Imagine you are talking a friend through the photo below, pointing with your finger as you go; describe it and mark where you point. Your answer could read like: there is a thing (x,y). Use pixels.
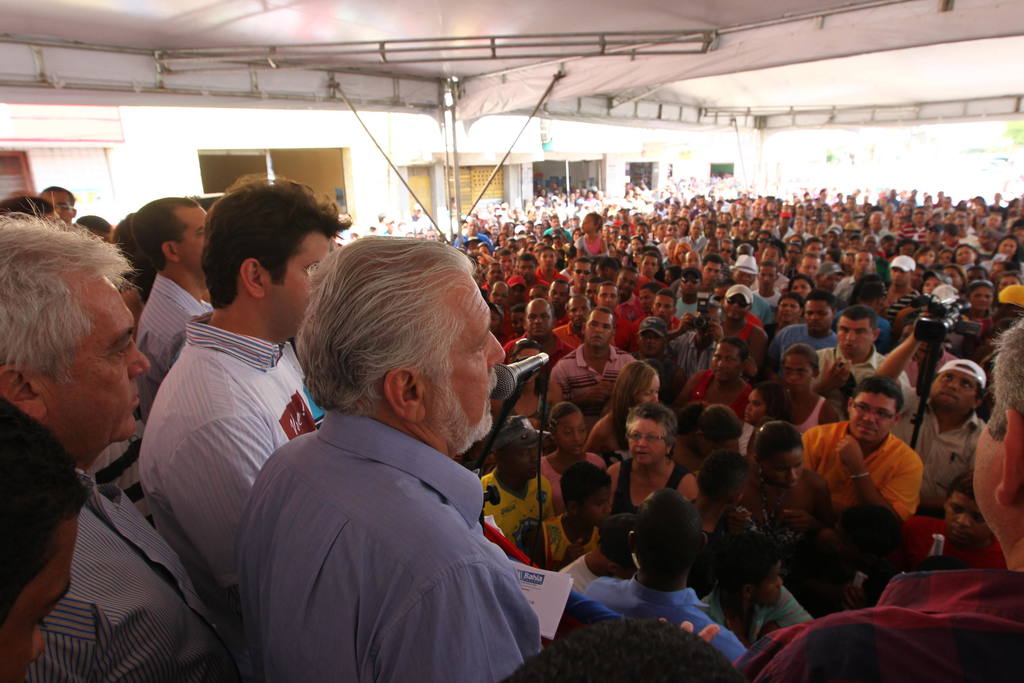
It is a meeting, there are few people (163,387) standing on the dais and a person (479,378) is speaking something. In front of the people (303,332) there is a huge crowd (753,244) gathered in the area (683,199) and above the crowd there is a tent (458,97) and in the left side (221,130) there is a building (480,154) and it has many windows (290,171) and doors (577,179).
